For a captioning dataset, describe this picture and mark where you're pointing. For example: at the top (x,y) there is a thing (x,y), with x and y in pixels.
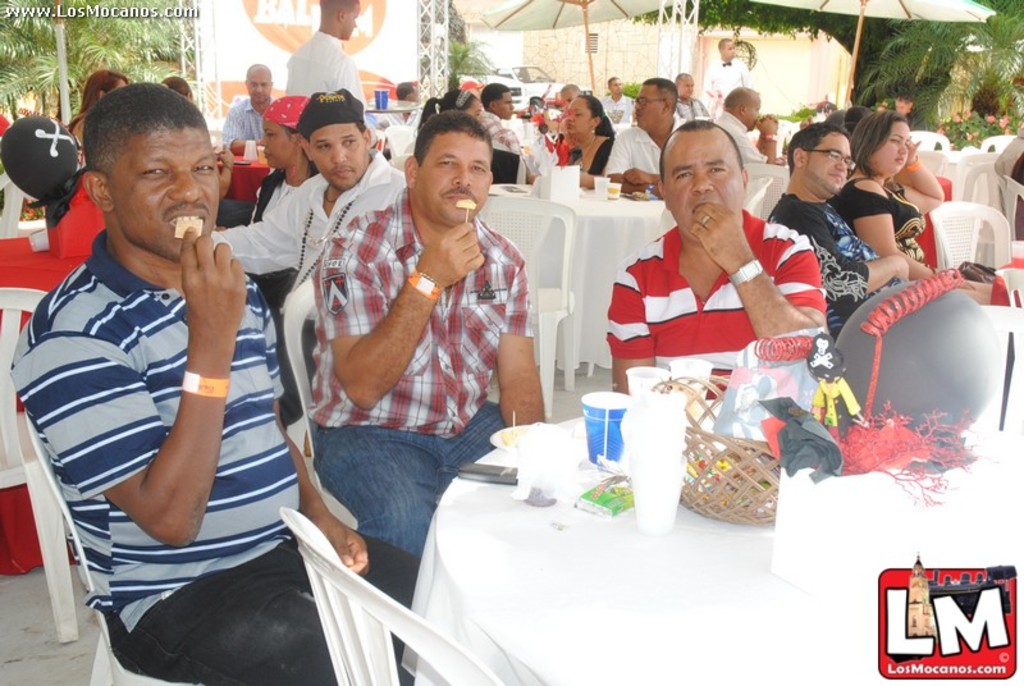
There are many men (748,241) or the people (471,307) are sitting and eating. We can see front three men (400,268) are sitting. In front of them there is a table (574,598). On the table (719,594) there are basket (746,514), a glass (662,465), a balloon (928,373). And to the right corner (942,116) we can see some trees (944,69). And we can see some umbrellas (646,8). A man (334,62) is standing.
